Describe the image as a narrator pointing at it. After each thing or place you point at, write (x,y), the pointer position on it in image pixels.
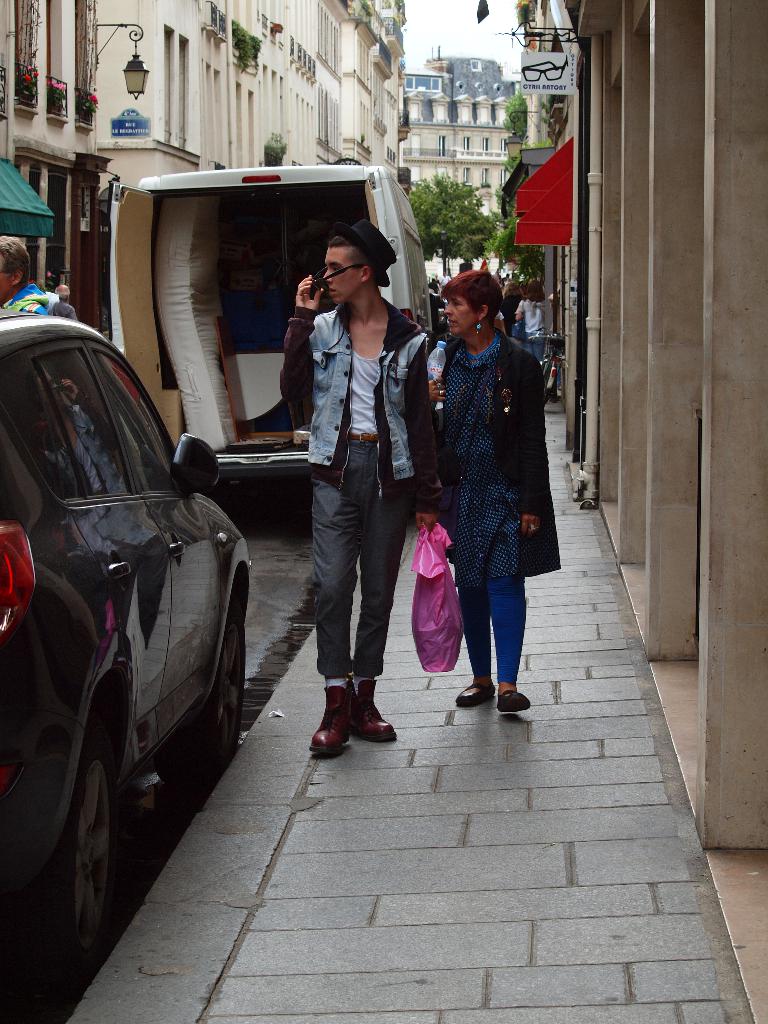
In this image I can see number of people (388,424) on the footpath (336,960). On the left side of the image (253,535) I can see a road (253,549) and on it I can see few vehicles (329,199) and few more people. On the both sides of the road (14,940) I can see number of buildings (551,291), few trees (458,205), few plants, few lights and on these boards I can see something is written. In the front (401,325) I can see one person (426,472) is holding a pink colour bag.
